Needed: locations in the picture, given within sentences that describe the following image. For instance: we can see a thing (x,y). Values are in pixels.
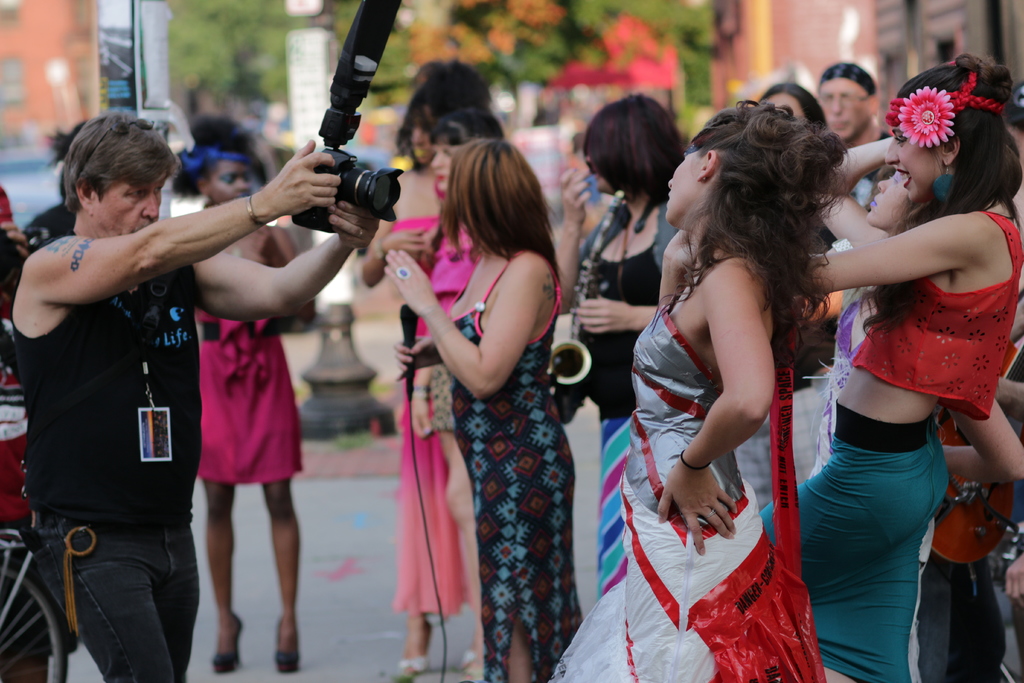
In this image i can see few persons (786,130) standing and to the left corner of the image (244,212) the person (239,261) is holding a camera (384,178) and capturing the people (435,348). In the background (587,23) i can see trees (538,4) and a building (811,46).
